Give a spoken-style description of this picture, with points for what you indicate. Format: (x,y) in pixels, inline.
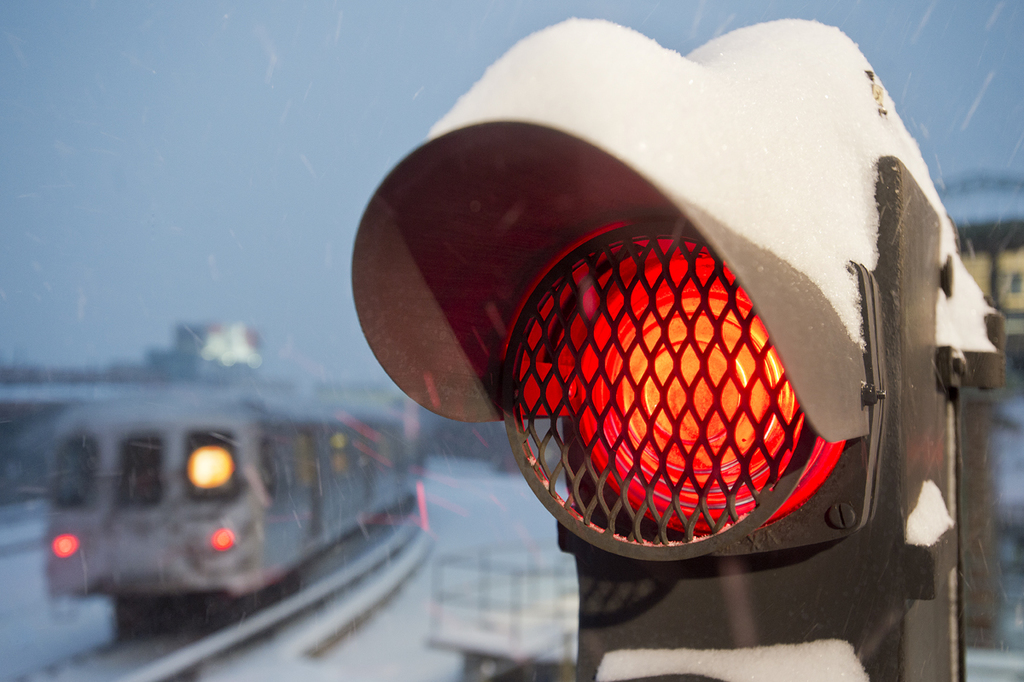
Here in this picture in the front (686,269) we can see close up view of traffic signal lights (555,298) present and we can see snow (498,95) covered on it and on the left side (331,442) we can see train (331,442) present on the track (54,673) in a blurry manner and on the right side (988,268) we can see a building (973,271) in blurry manner and we can see snow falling and we can see the sky (484,55) is cloudy.
